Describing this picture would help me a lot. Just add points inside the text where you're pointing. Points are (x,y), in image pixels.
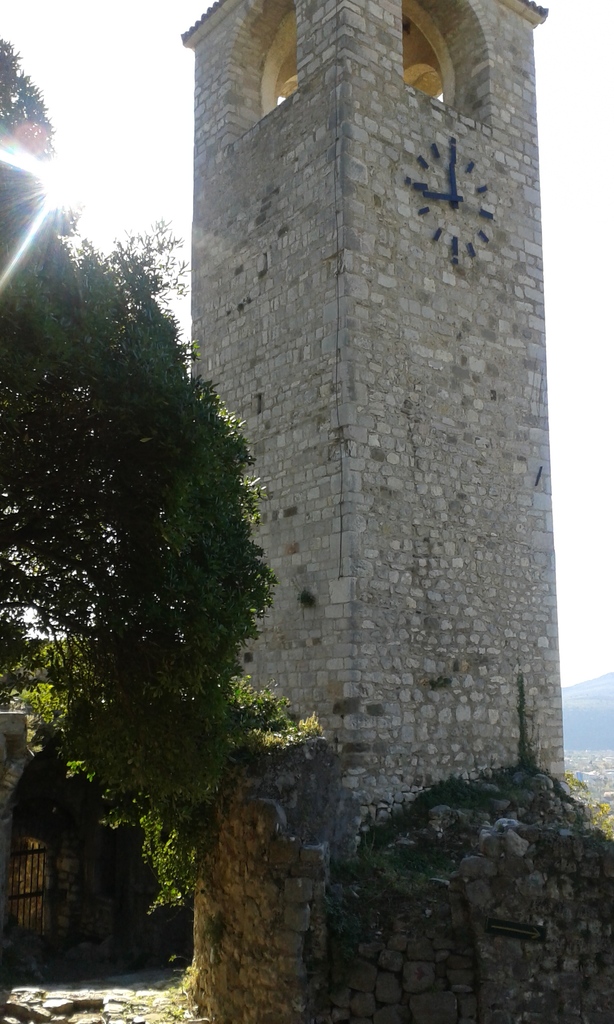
In this image in the center (331,545) there is one tower (416,162), and on the tower (424,219) there is a clock (440,213) and also there are some trees (87,635) and plants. In the background (580,732) there are mountains (588,718), and at the top (87,77) there is sky (560,118).
